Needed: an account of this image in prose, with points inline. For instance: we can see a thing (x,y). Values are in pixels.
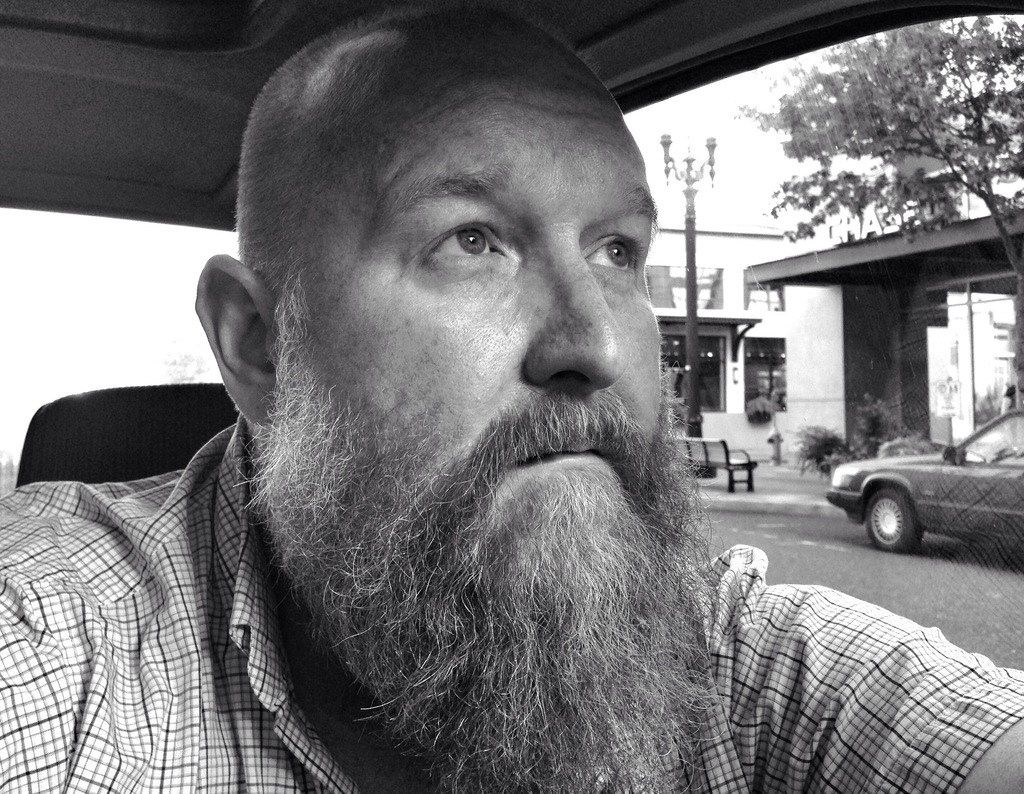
As we can see the image is a black and white picture in which there is a man (461,294) who is in front (566,709) and behind him there is a street lamp pole (691,199) and behind the pole (675,169) there is a building (744,339) and in front of the building (770,237) there is a tree (953,178) over here and there is a car (947,496) which is standing on the road (891,563).
